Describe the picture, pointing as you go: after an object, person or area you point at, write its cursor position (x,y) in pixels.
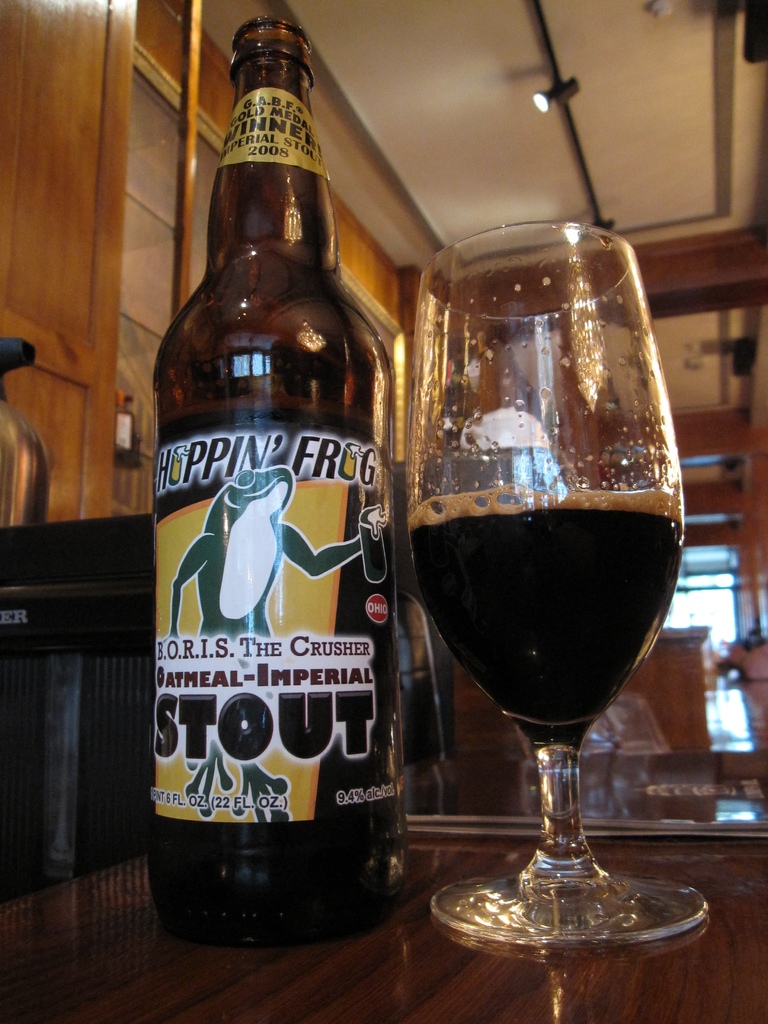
This is an inside view. At the bottom (240,1008) there is a table (265,968) on which a bottle (289,538) and a wine glass (516,602) are placed. In the background (11,695) there are few objects (656,762) and a window (725,611). On the left side (84,228) there is a door (71,234) and also I can see the wall (158,49). At the top of the image (553,99) there is a light (541,100) to a metal rod (565,100) and also I can see the roof (393,75).
